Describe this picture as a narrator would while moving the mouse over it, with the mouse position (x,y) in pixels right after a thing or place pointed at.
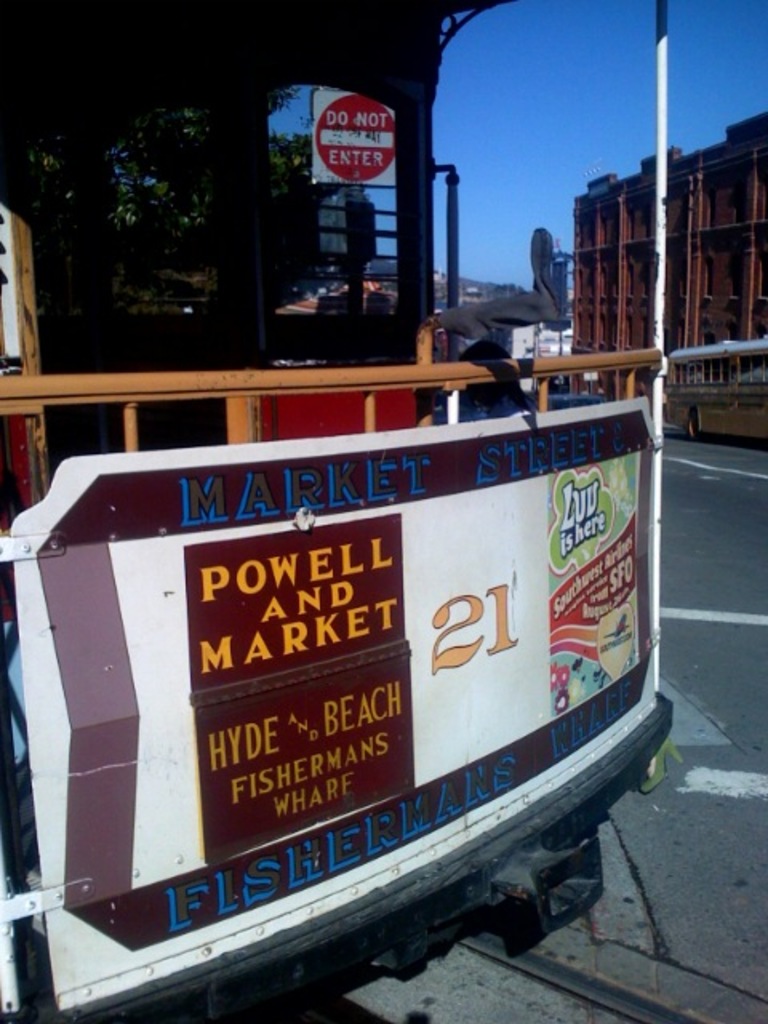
In the foreground (251,567) I can see a train (251,567) on the track (530,974) and a poster (551,692). In the background (647,269) I can see light poles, boards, vehicles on the road (509,974), buildings (572,340), trees (109,140) and the sky (559,215). This image is taken may be during a day.
